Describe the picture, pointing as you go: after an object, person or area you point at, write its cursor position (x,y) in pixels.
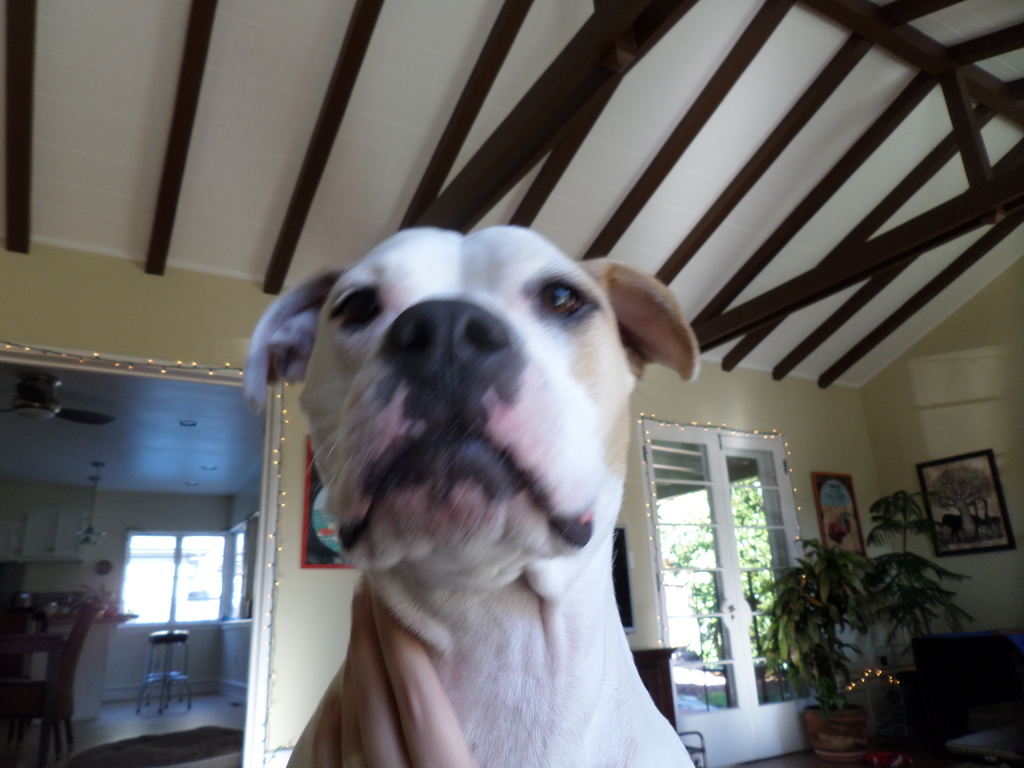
There is a white color dog (417,541) at the bottom of this image (488,528) and there is a wall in the background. There is a window (189,600) on the left side of this image (205,600) and right side of this image (725,531) as well. There are some trees (680,566) on the right side of this image (706,564). There are three photo frames (856,518) are attached to the wall (834,466), and there is a table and some chairs (83,633) are present on the left side of this image (69,673).
